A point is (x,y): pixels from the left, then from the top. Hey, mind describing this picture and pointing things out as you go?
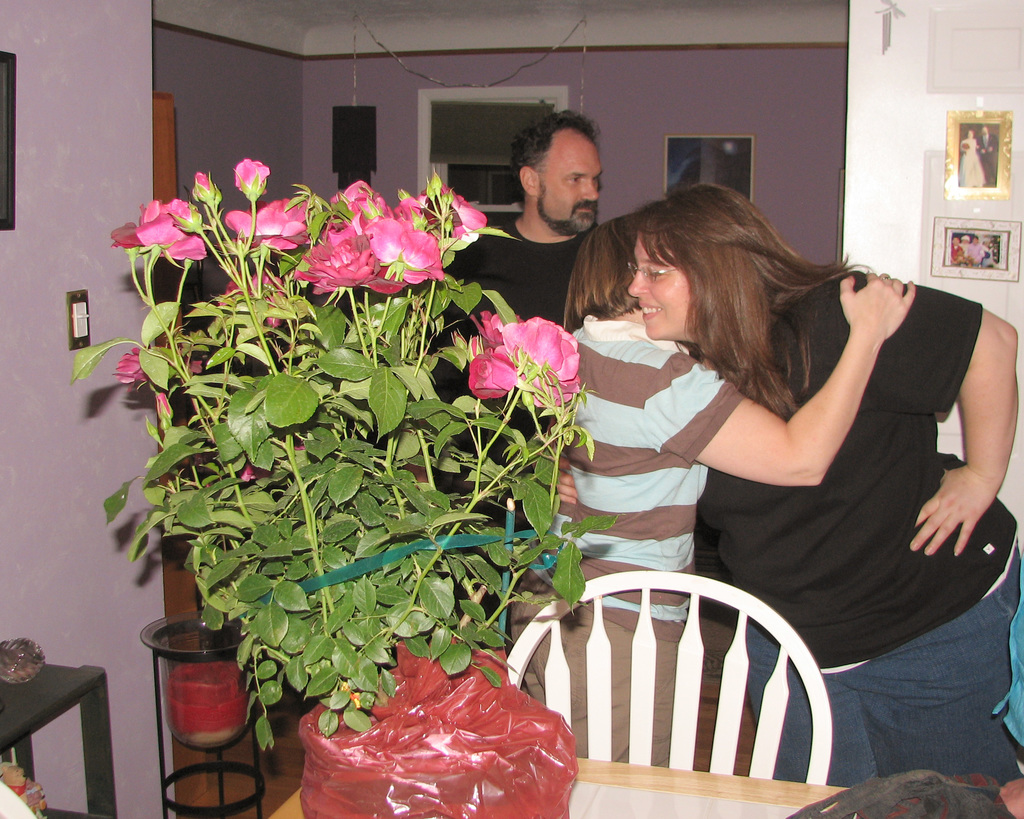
In this image we can see a table (696,780) and a chair (679,675). On the table (595,768) there is a packet (448,751) with rose plant (317,466) and flowers (412,275). In the back (550,225) there are few people (605,287). Also there are walls (379,127) with photo frames (733,143). There is an object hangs on the ceiling (542,20). On the left side (36,705) there is a table (73,684) and some other object (181,683).
